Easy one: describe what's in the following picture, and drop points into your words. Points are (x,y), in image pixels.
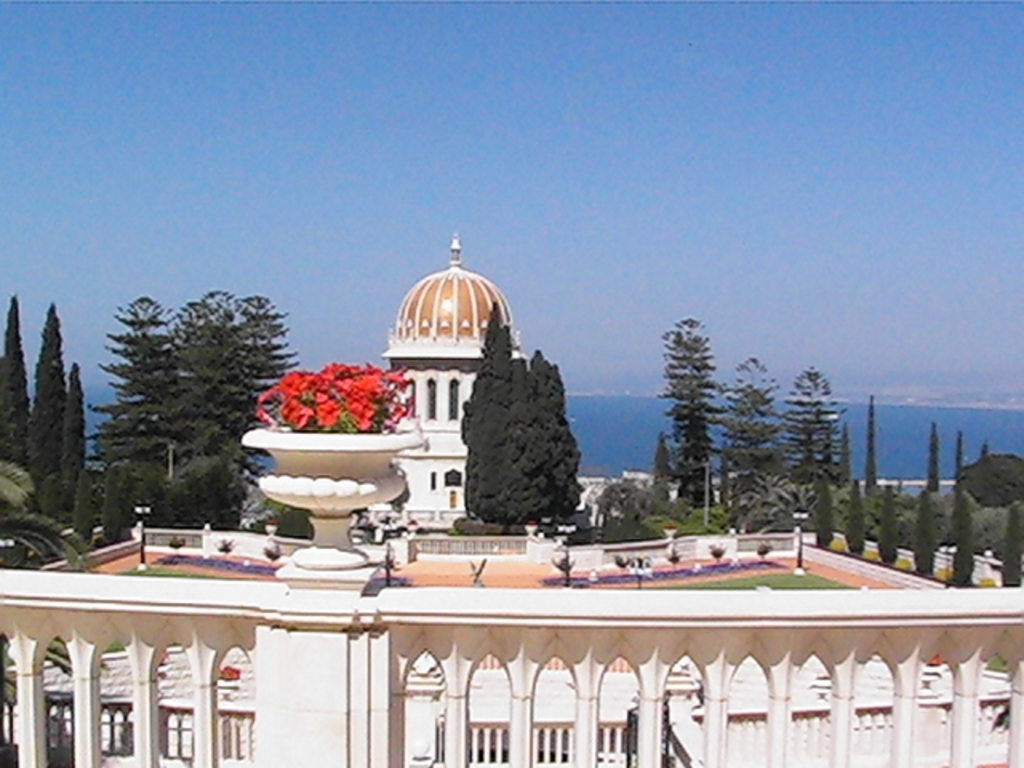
In the center of the image (362,490) there is a railing (404,657) and flowers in a flower pot (379,483). In the background (689,414), we can see the sky (759,82), one building (463,378), trees (546,435) and a few other objects (405,540).
